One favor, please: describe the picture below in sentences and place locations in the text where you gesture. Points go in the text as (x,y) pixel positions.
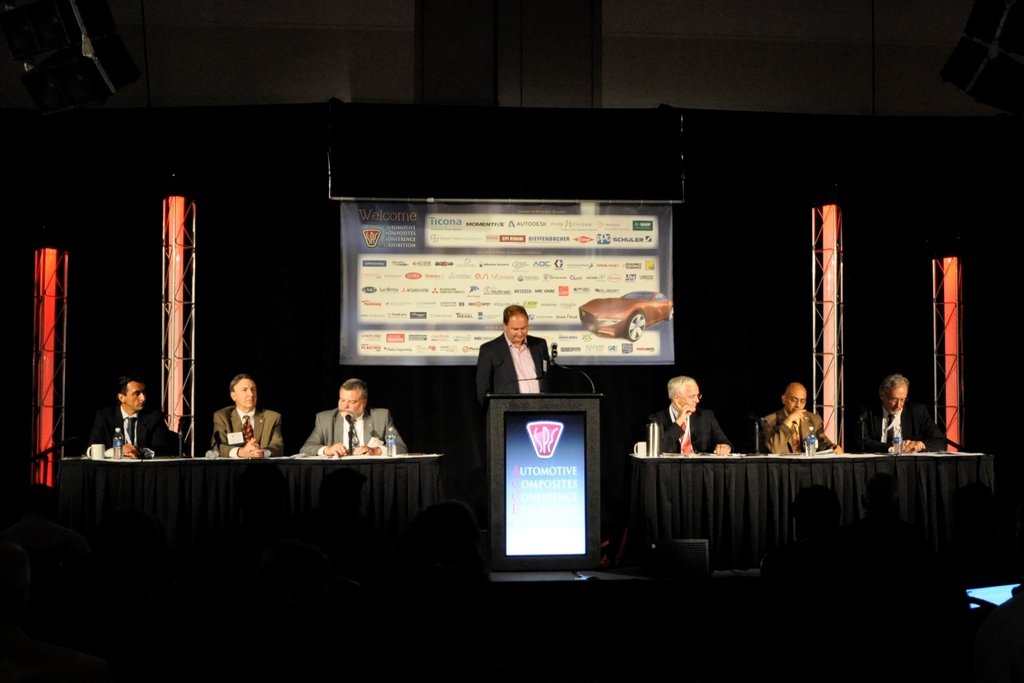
In this picture there is a man (512,349) who is standing in the center of the image (534,392) in front of a mic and a desk (507,404) and there are other people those who are sitting on the right (831,445) and left side of the image (261,450) and there is a poster (425,249) and pillars (823,265) in the background area of the image (391,243) and there are people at the bottom side of the image (449,641).
